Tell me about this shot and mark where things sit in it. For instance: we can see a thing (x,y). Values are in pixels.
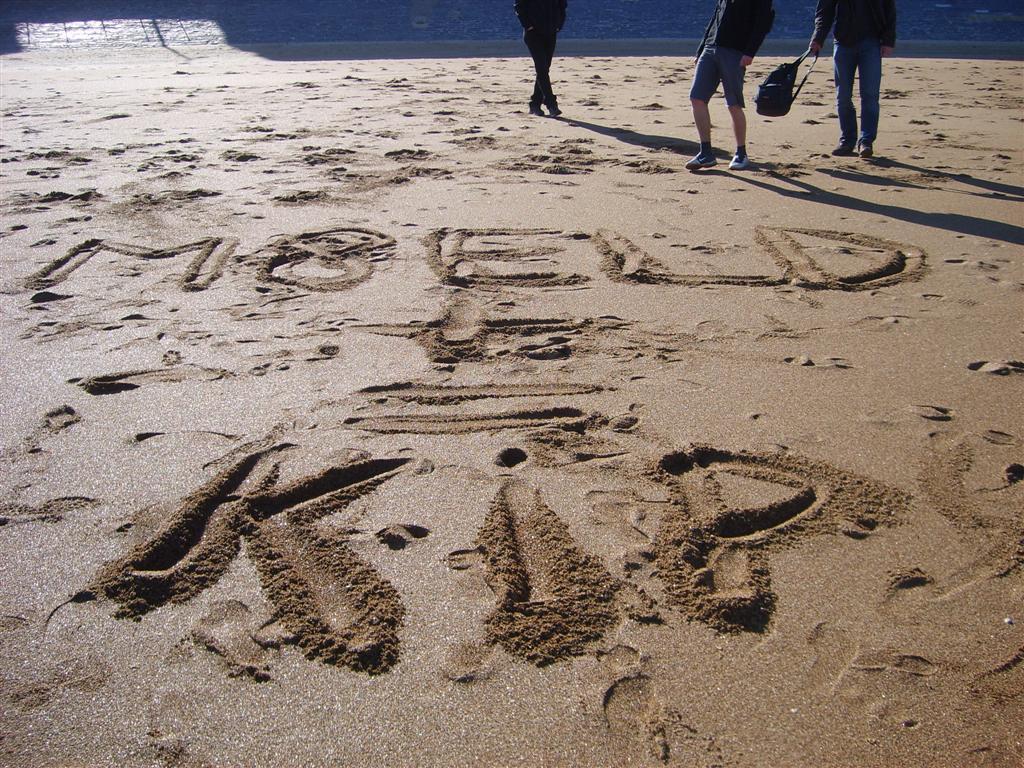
In this picture there is muddy floor (614,381) in the center of the image (637,391) and there are people (715,17) at the top side of the image (839,80).
